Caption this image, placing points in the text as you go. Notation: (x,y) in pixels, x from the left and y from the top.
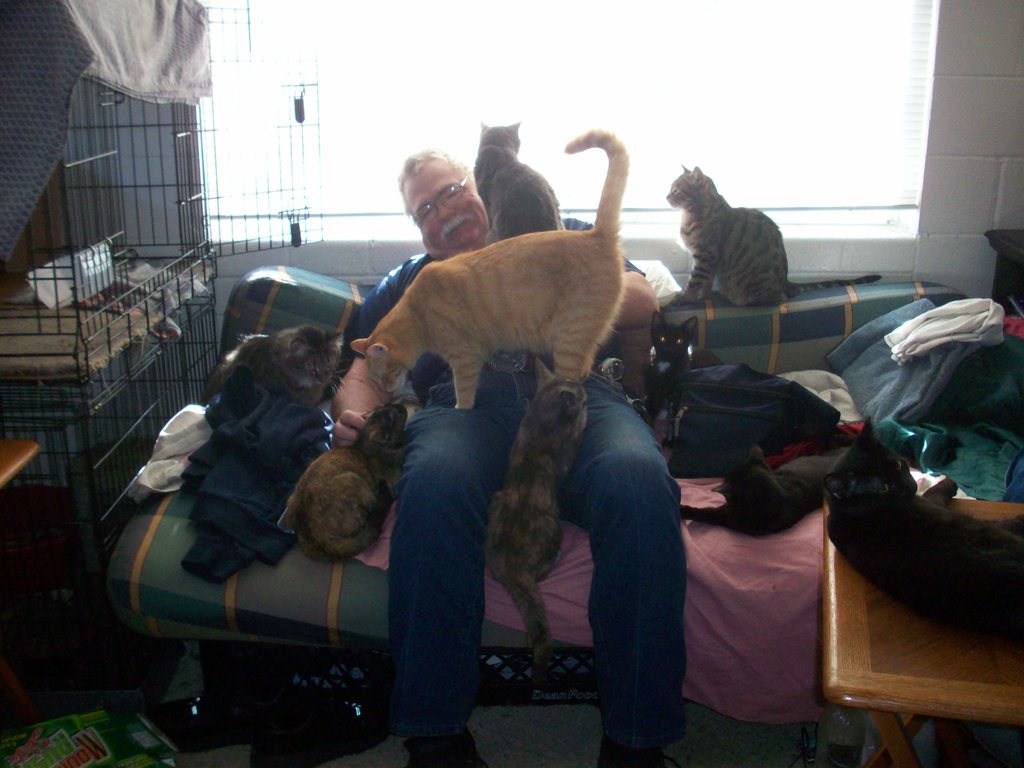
In this image a person (405,202) is sitting on sofa (308,559) having few cats (408,355) and bag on it. Beside there is a table (864,602) having a cat (981,594) on it. At the right side (909,443) there are few clothes (945,463). Background of the image (791,5) is having a window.
